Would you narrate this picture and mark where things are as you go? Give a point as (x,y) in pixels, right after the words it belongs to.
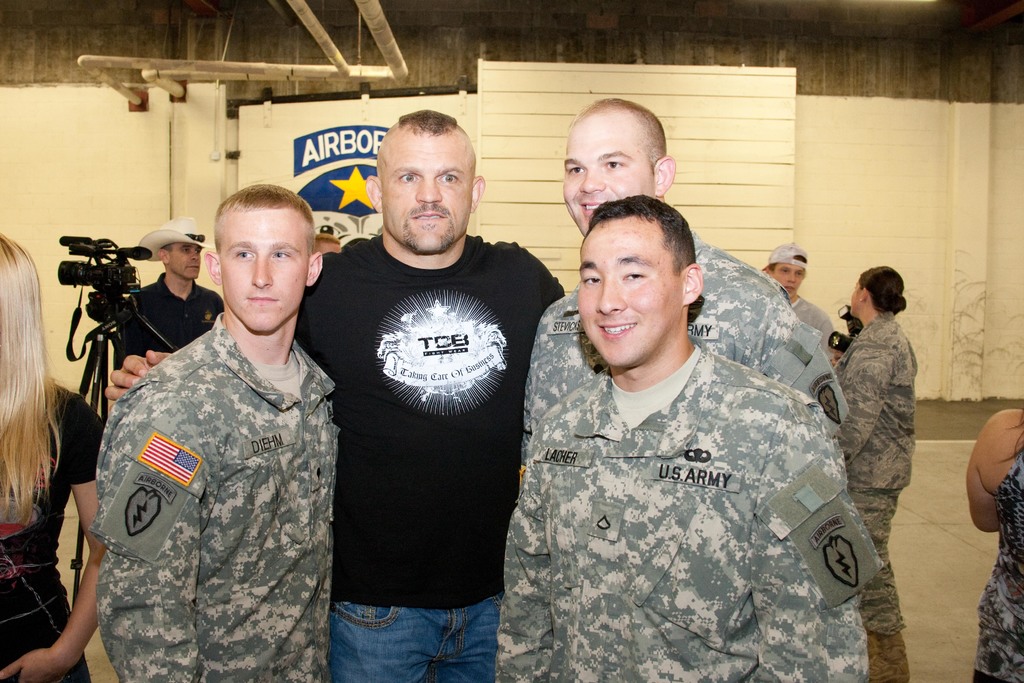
In the center of the image (424,240) we can see people (517,325) standing. On the left (72,476) there is a lady (82,490) and we can see a camera (100,285) placed on the stand (99,394). In the background (207,296) there are people (822,323) and we can see a wall (800,146). At the top (393,46) there are pipes (184,74).
